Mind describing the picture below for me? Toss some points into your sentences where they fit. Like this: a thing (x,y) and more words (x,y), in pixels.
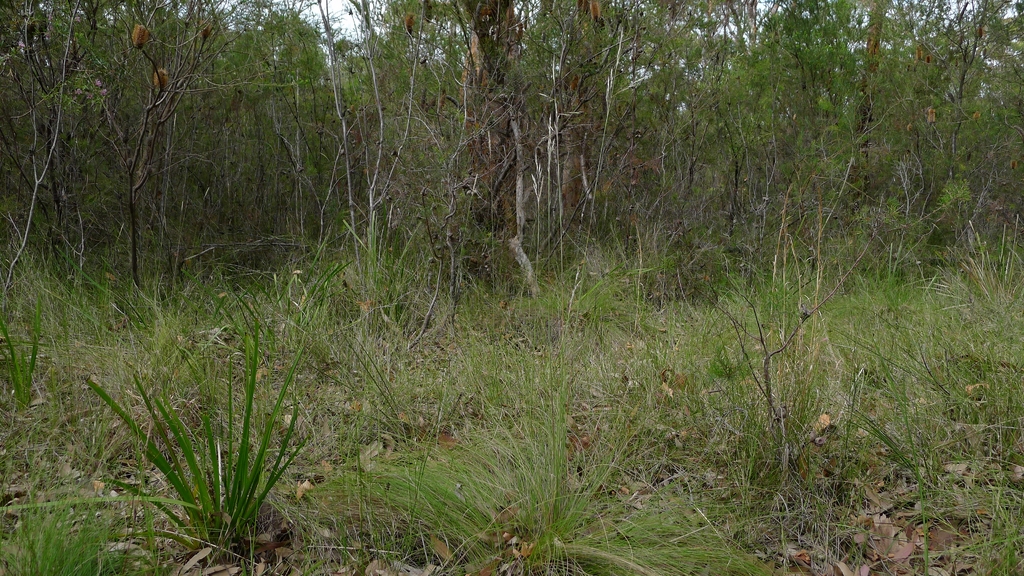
These are the trees (422,151), at the bottom (493,430) there is the grass (368,479).
